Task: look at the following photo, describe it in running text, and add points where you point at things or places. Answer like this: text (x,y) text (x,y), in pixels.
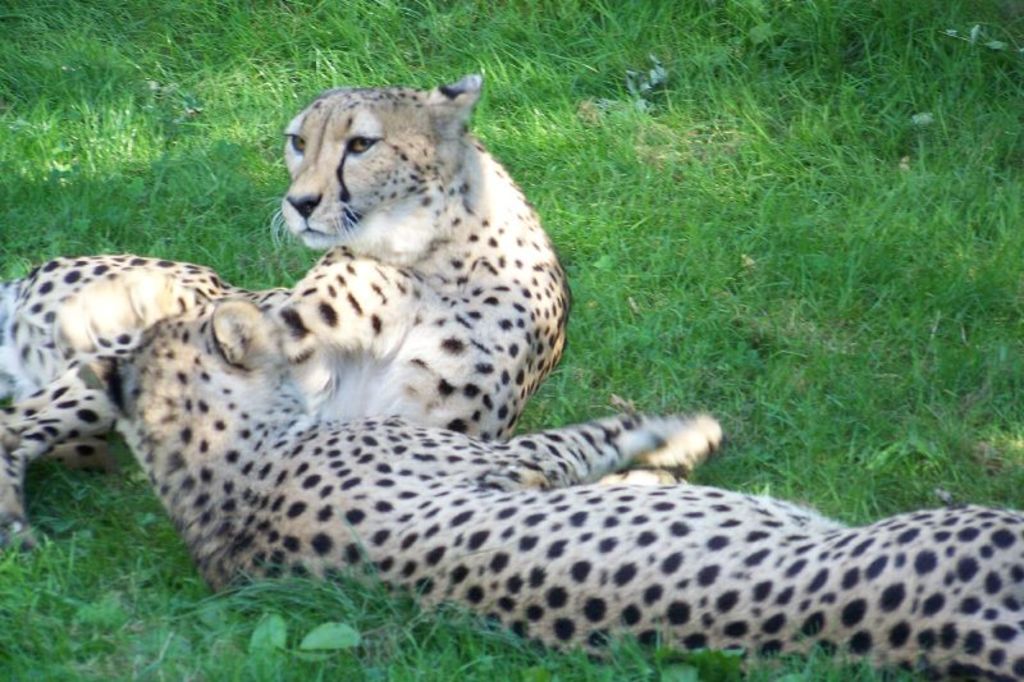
In this image there are two cheetahs (419,401) on the grass (749,224).
